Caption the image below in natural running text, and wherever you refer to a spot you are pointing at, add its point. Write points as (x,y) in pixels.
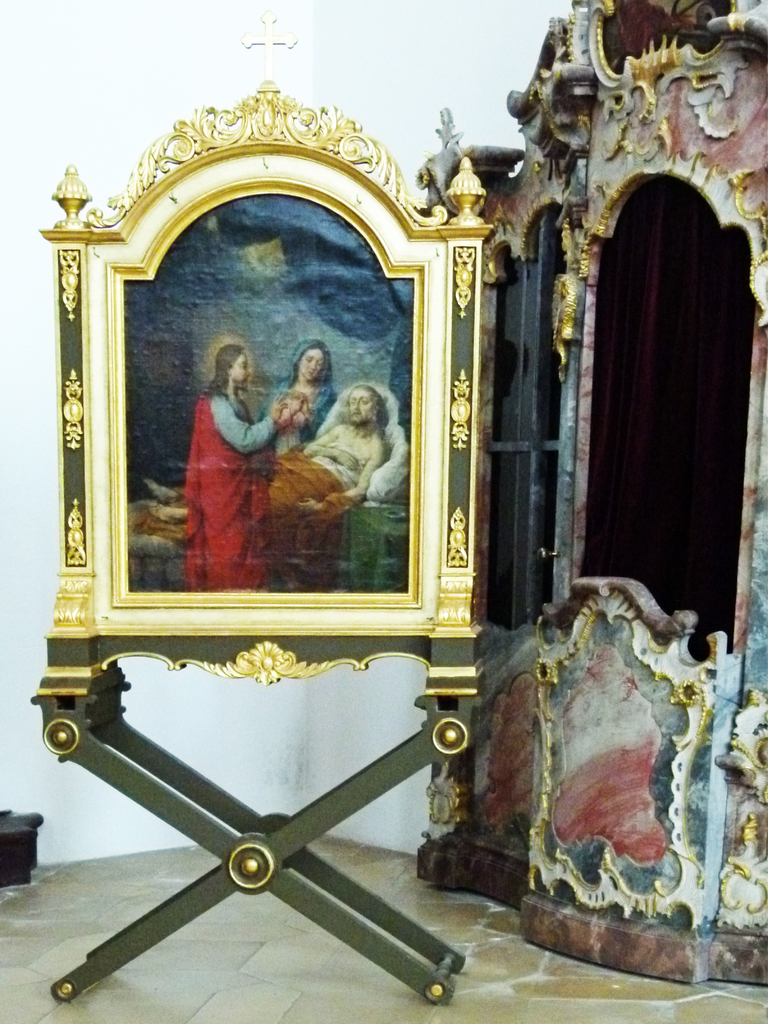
In this image there is a picture frame (358,601) on a stand (161,748). There are pictures (255,449) of persons (214,479) on the frame (265,462). Behind the frame (213,495) there is a wall (371,52). To the right (615,751) there is a sculpture (592,149) on the wall (440,53).
